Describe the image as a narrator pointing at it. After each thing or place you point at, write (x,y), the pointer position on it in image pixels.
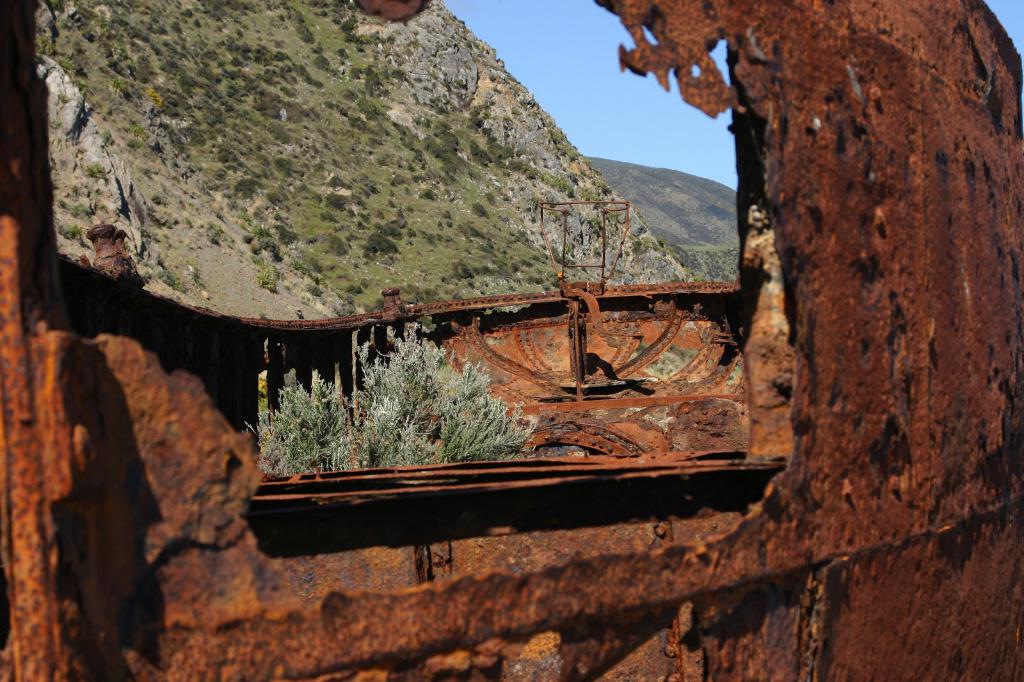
In this image there is an old iron sheet (651,304), in the background (313,306) there are mountains (524,145) and sky (525,17).
